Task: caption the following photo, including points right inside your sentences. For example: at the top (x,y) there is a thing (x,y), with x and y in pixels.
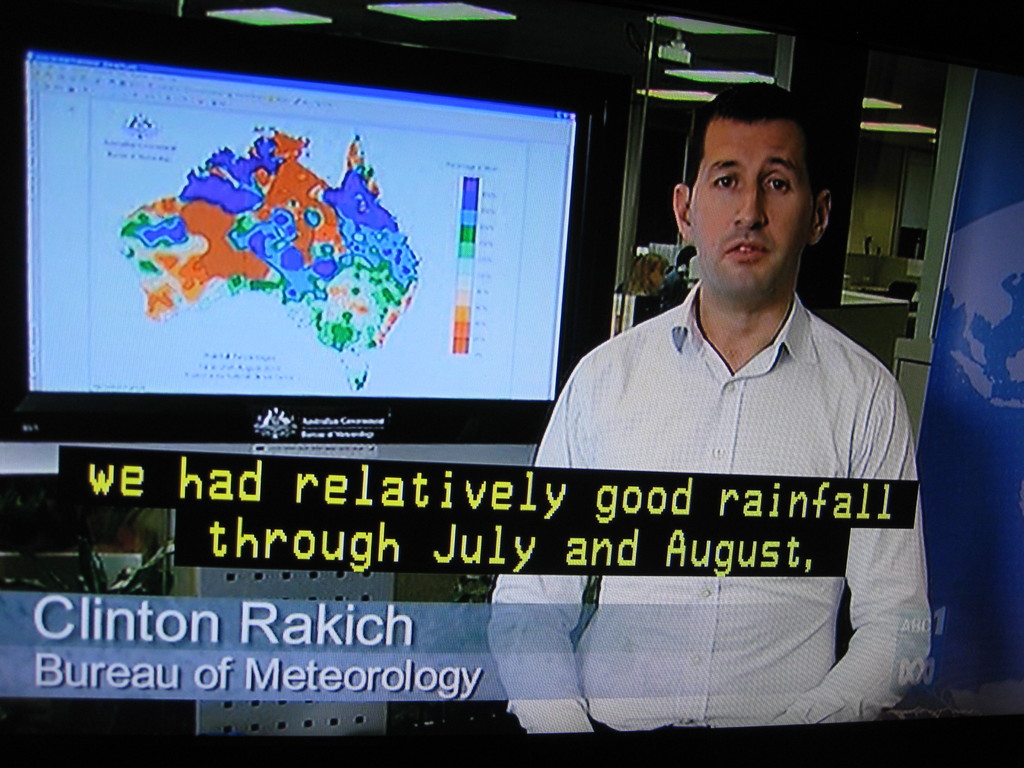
In this image, we can see a man (690,711) standing and in the background (396,411), we can see a television screen (387,394), we can see some text (754,515).
